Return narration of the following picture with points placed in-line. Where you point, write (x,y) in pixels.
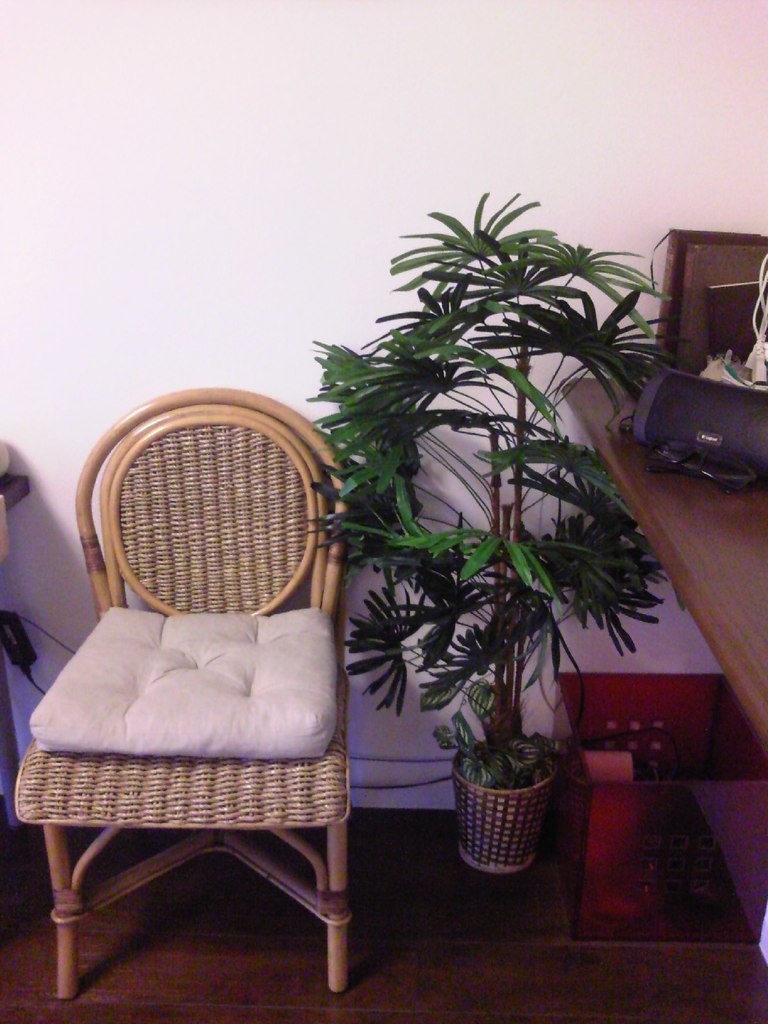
We can able to see a chair (313,710), plant (500,660), container (635,730) and table (727,671). This chair (205,637) is with pillow (236,660). On this table (754,630) there are things (731,356).
